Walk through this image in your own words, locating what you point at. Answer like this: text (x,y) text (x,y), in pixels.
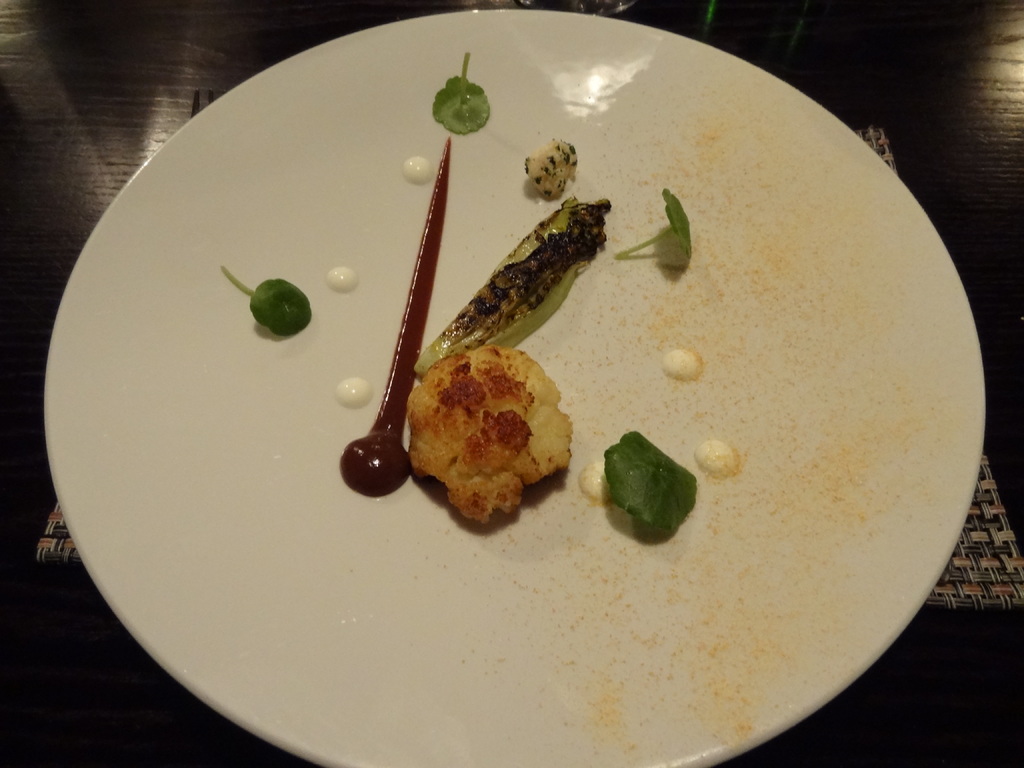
In this image we can see some food items (536,326) in the plate (738,356). In the background of the image (68,664) there is an object (568,7) and dark view.
